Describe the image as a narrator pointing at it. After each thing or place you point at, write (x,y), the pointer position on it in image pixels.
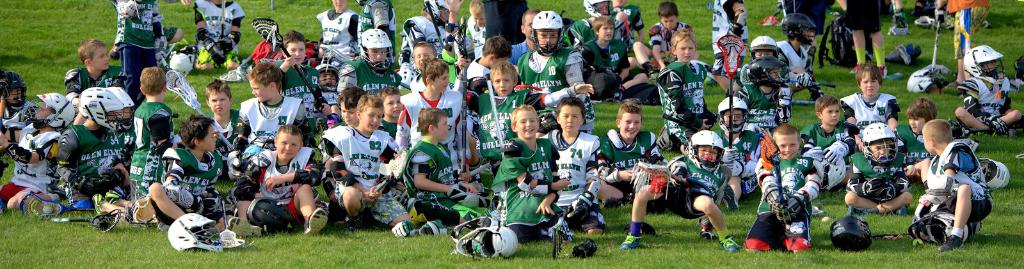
In this image there are a few people (571,77) sitting in the grass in which some of them are wearing helmets (798,36), there are a few people (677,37) standing on the grass (772,37) and there are some helmets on the grass (673,219).
